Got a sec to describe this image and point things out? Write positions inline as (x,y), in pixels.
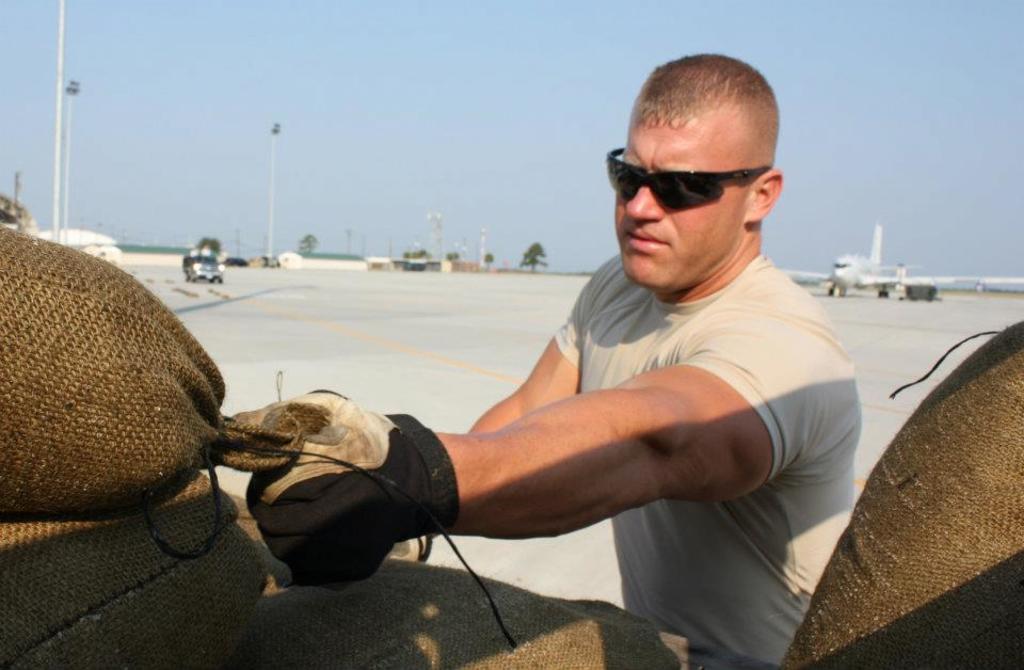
On the right side (788,414), there is a person (761,430) in a t-shirt (754,387), wearing sunglasses (699,180) and holding an object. Beside him, there are packets (980,486) arranged. In the background (593,183), there are vehicles (910,287) and there is an airplane (974,282) on the runway (554,273), there are poles (57,177), trees (205,241) and there is blue sky (362,37).
